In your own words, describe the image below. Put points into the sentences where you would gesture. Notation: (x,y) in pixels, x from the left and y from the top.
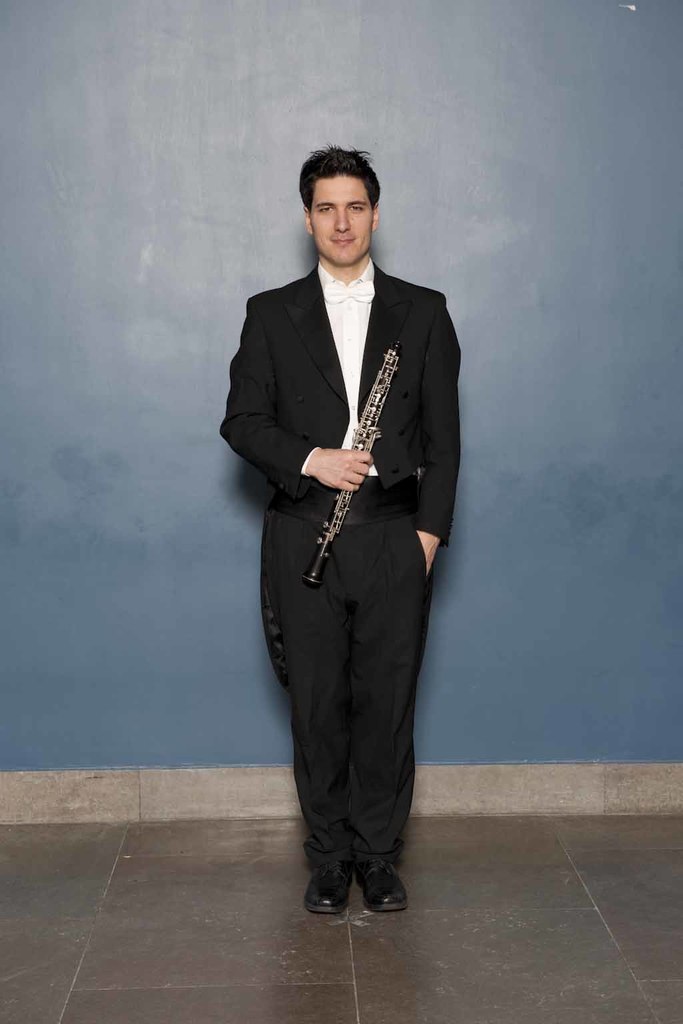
In this image I can see a man (398,469) is standing and I can see he is holding a musical instrument (362,433). I can also see he is wearing black and white colour dress (344,400) and black shoes (385,877). Behind him I can see blue colour wall (589,240).
